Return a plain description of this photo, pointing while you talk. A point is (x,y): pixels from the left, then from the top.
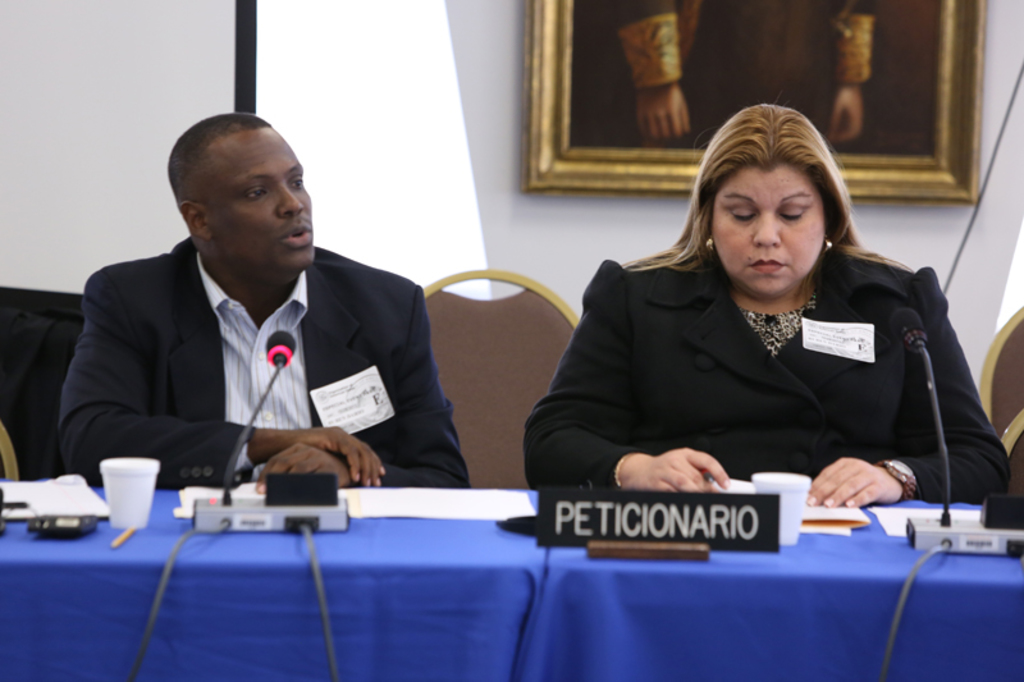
There is a woman (714,236) in black color coat (646,329) sitting on a chair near a person (372,276) who is in black color suit (156,260) sitting on a chair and is speaking in front of a table (477,549) on which, there are mics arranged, white color cups (123,492), documents (435,506) and other objects (43,527). In the background (679,180), there is a photo frame (531,118) on the white wall (400,130).
